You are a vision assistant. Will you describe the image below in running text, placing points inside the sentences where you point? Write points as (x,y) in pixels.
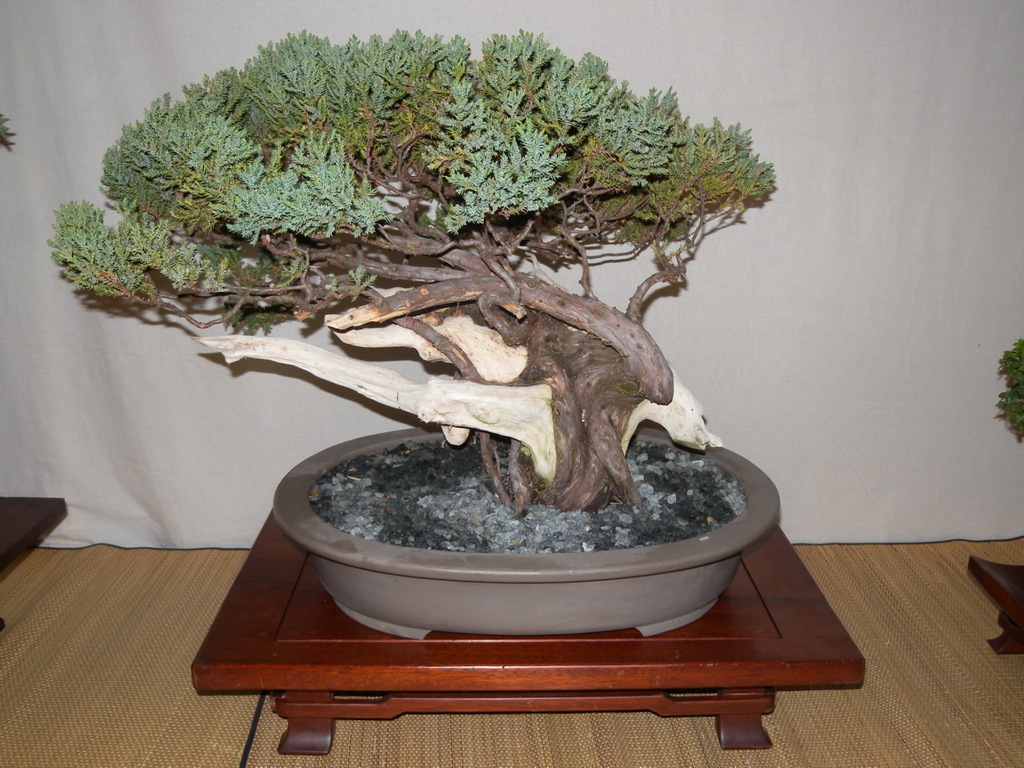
In this picture there are plants (310,87) in the pots (595,593) and there are pots (545,580) on the tables (536,654). At the bottom (362,733) there are mats (651,745). At the back (904,329) there is a curtain (856,334).
